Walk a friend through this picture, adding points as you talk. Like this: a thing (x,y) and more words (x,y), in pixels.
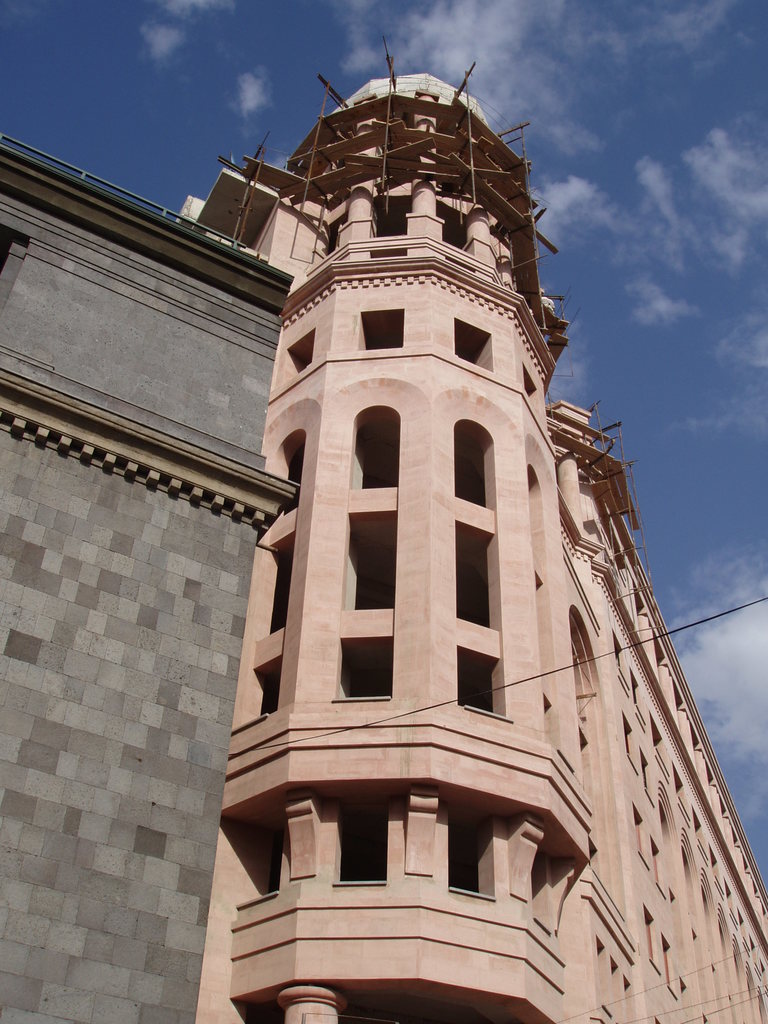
In this image we can see the buildings (375,600) with windows (373,683). We can also see some wires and the sky (644,412) which looks cloudy.
